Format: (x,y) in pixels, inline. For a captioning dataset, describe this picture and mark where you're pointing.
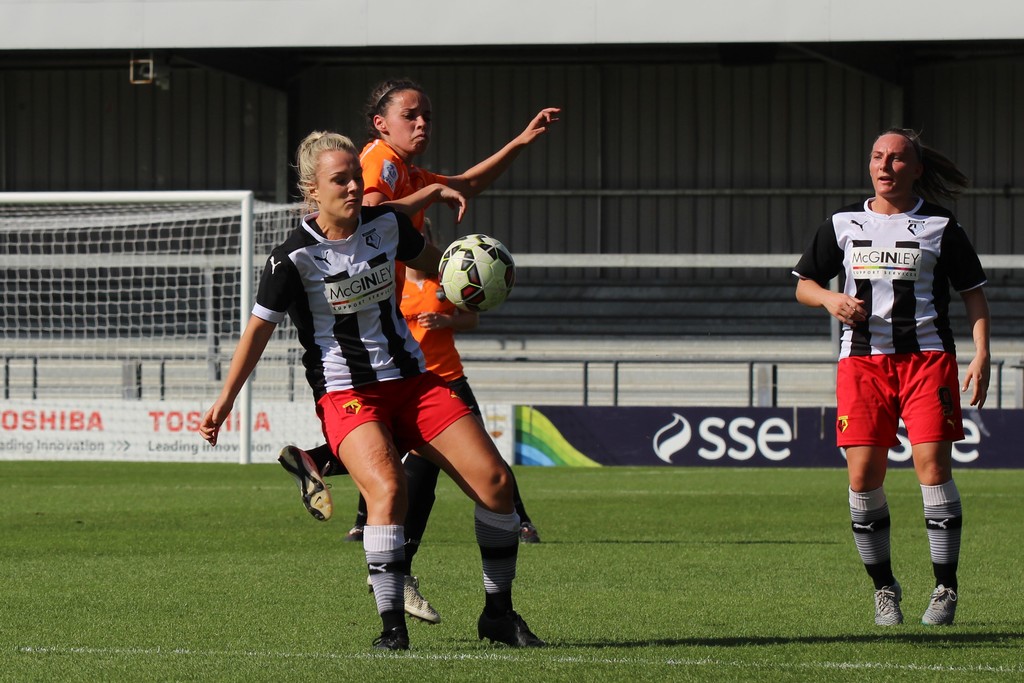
In this image we can see players (355,440) playing football. There is a grassy ground (692,568) in the image. We can see the stands (664,295) in the image. There is a goal post (116,335) at the left side of the image (53,383). There are advertising boards (609,435) in the image.
